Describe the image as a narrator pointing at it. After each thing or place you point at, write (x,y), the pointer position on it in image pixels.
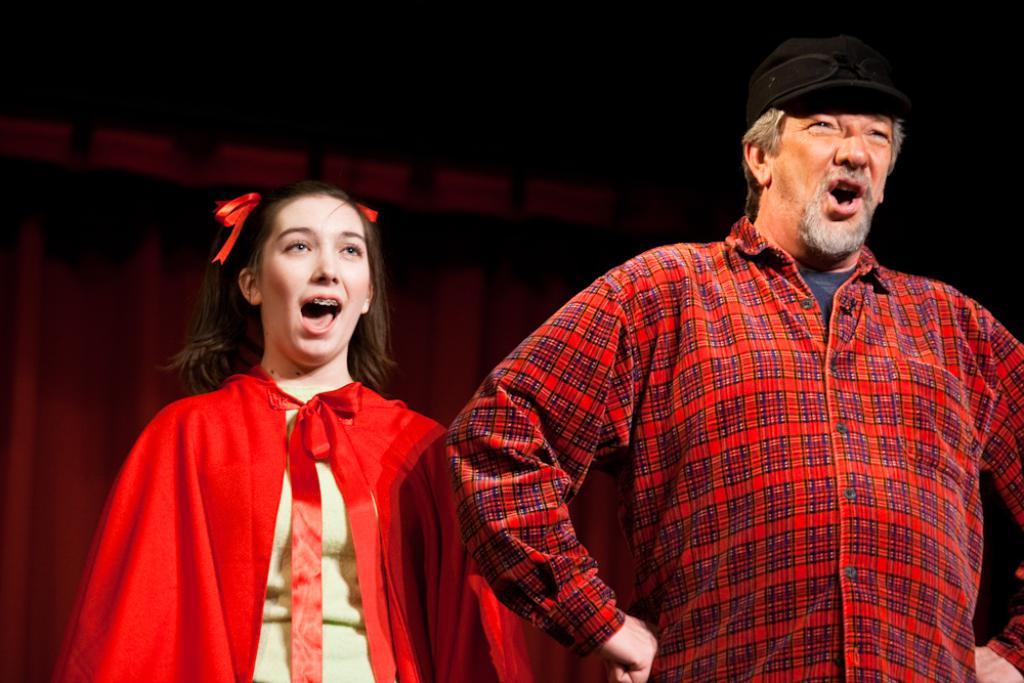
In the middle of the image (671,366) two persons (137,671) standing and singing. Behind them there is curtain (329,152).
